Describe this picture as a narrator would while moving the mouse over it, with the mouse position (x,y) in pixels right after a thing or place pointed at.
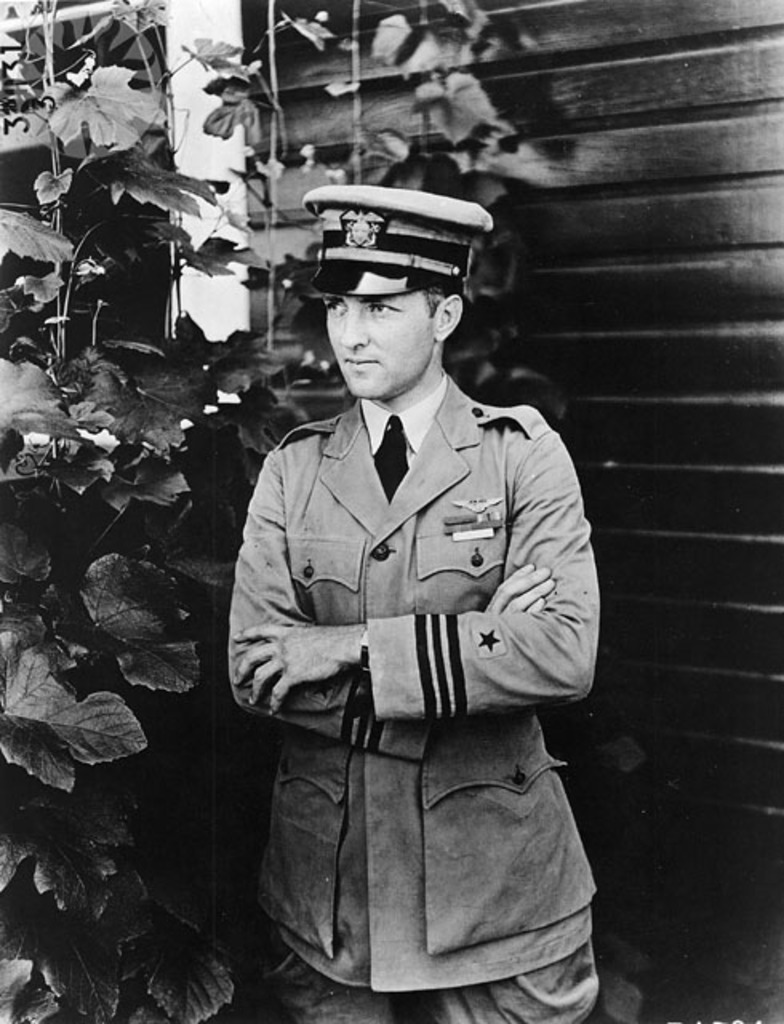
This is a black and white pic. Here we can see a man (336,458) standing by folding his hands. In the background (213,195) there is a plant (40,414), wall (526,86) and a pillar (194,233).
